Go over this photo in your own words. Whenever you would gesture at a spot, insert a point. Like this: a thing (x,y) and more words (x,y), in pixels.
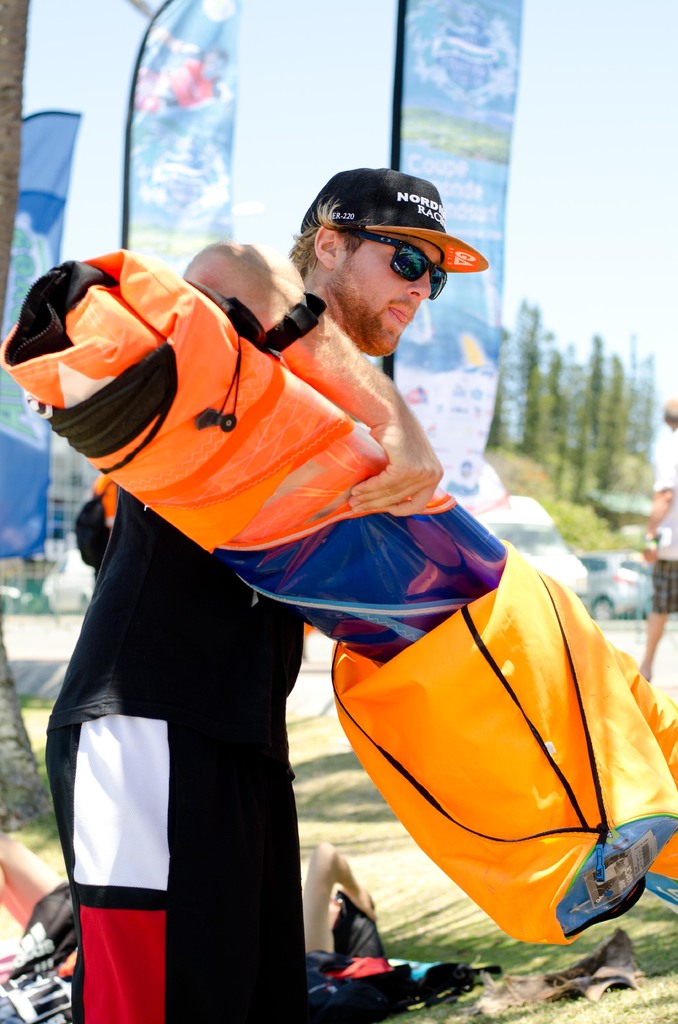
In the foreground of the picture (190,539) there is a man (168,752) holding an object (400,605) and wearing a cap (347,214) and spectacles (374,235). Behind him there is a person (64,949) sleeping on the mat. In the center of the picture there is grass (355,829). In the background (135,175) there are banners (155,164), trees (579,434), vehicles (590,568), a tree (14,723) and a man (657,501). Sky (577,116) is clear and it is sunny.
